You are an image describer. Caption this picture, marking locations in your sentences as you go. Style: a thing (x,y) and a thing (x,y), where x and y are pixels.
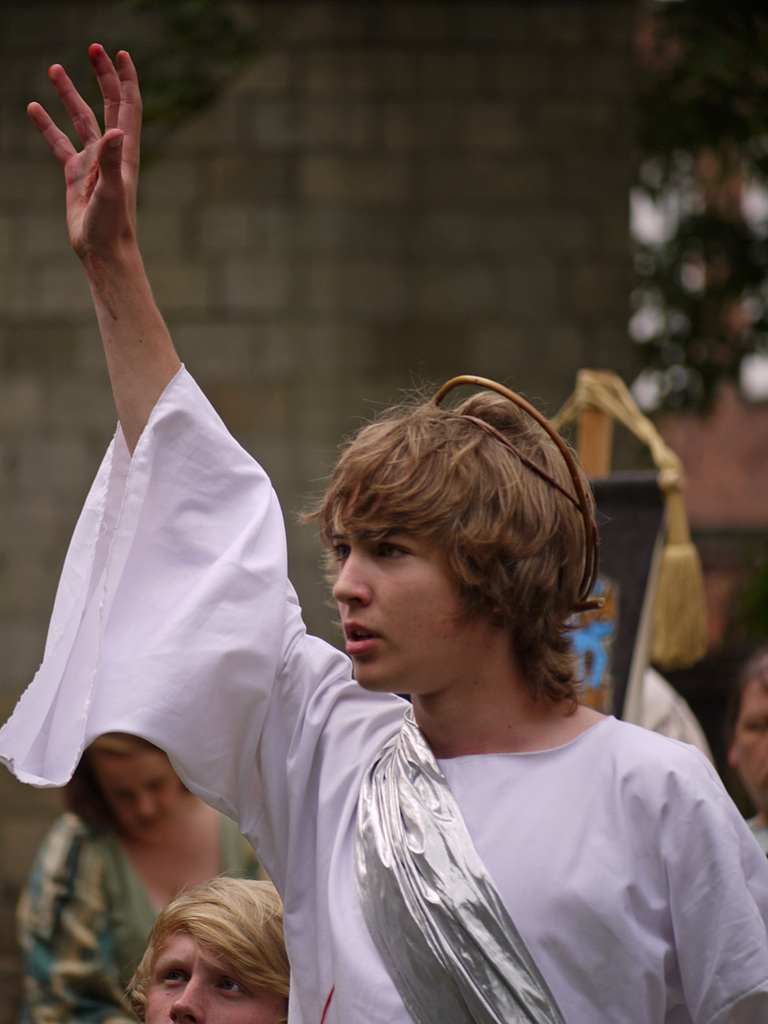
This is the man (421,764) standing. I think he wore a fancy dress (346,888). I can see a woman (166,882) and a boy (176,926) standing. This looks like a board (607,674). The background (628,87) looks blurry.
